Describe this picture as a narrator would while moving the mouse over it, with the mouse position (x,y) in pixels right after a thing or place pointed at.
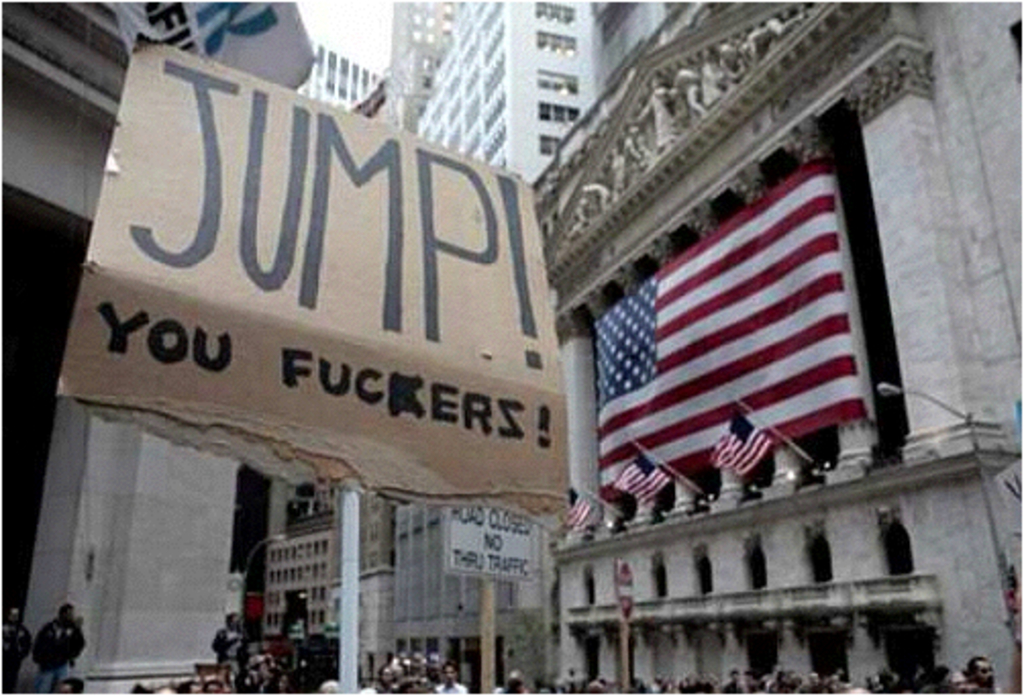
Many people (239,687) are present. There are placards (344,443) and sign board (491,565). There are U. S flags (716,369) and buildings (321,514) are present.
